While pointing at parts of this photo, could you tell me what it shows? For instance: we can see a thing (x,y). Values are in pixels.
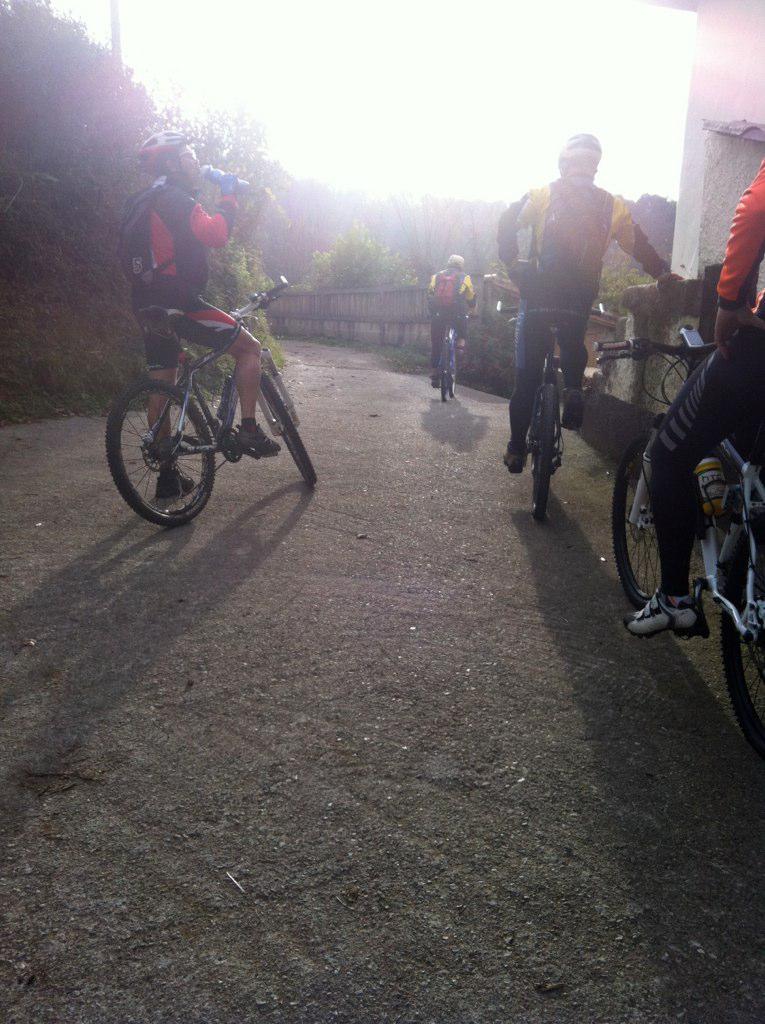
In a picture there are many people (672,528) riding a bicycle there are many trees (224,267) there is a mountain (19,274) there is a clear sky (484,157).
